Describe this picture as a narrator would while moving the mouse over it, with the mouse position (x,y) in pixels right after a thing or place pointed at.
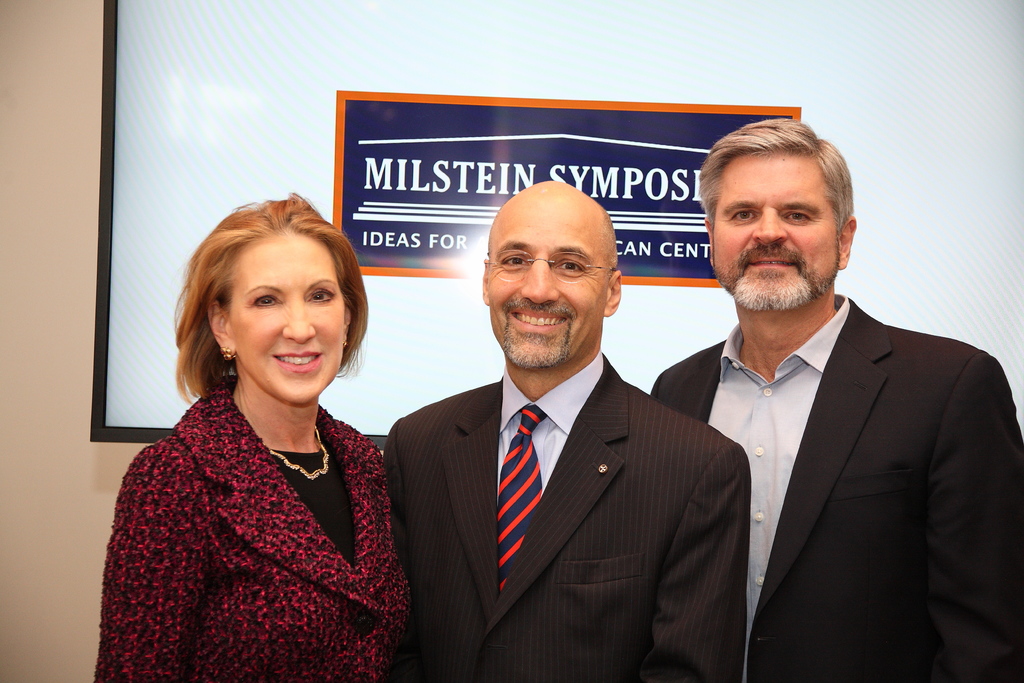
In this image I can see two men (611,542) wearing blazers (739,524) and a woman (277,537) are standing and smiling. In the background (33,513) I can see the wall (33,456) and a huge board (318,208) attached to the wall (59,577).
